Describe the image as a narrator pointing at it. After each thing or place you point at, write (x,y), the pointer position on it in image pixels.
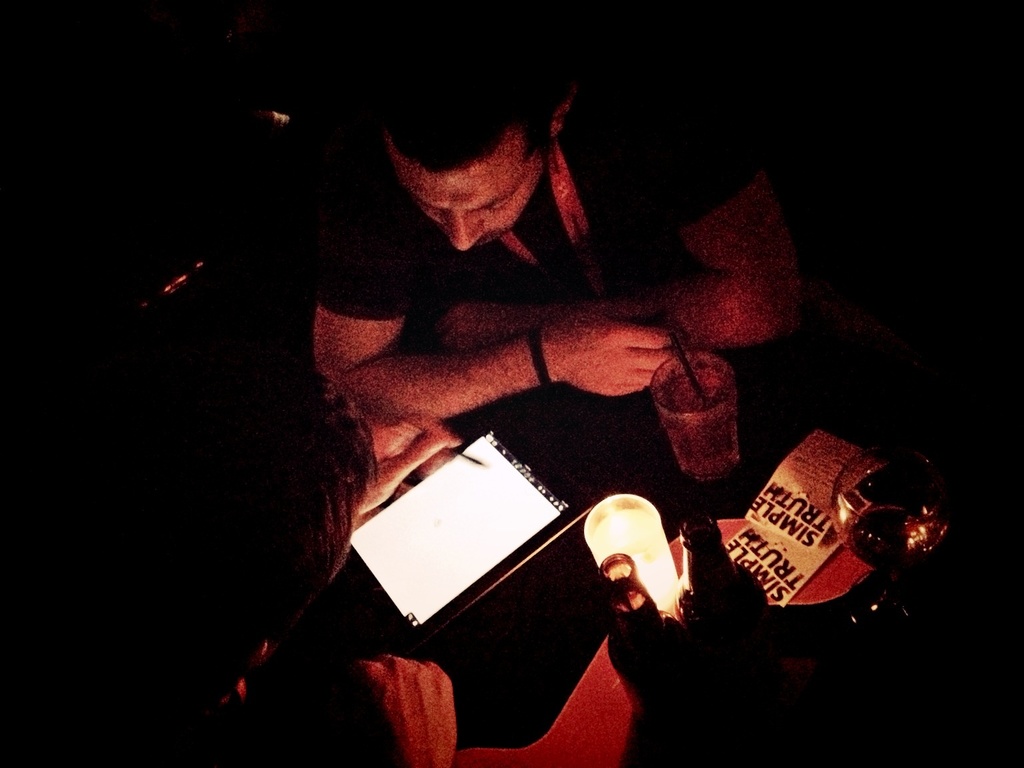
In this image I can see two men (653,361) are looking into the i-pod (455,518), on the right side (719,587) there are wine bottles (731,599) and wine glasses (885,503).
